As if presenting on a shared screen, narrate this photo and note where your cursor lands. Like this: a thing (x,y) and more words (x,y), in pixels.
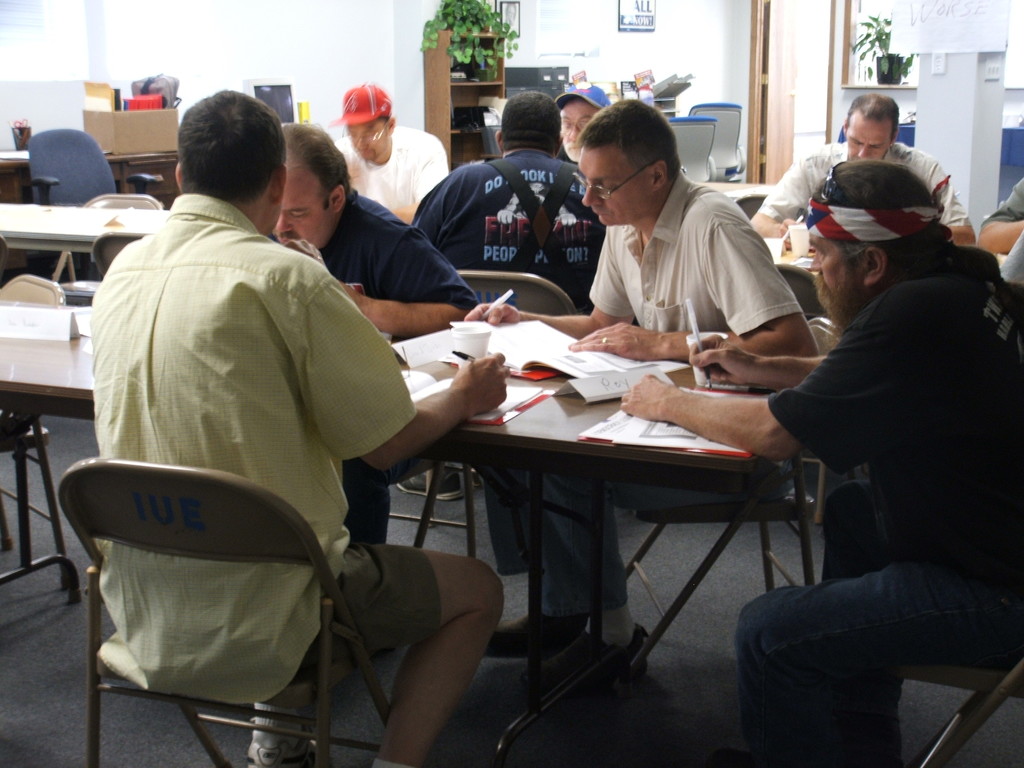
This is a picture in a library (492,273) or a office (439,427). In the foreground of the picture (568,423) there are four people (770,327) sitting in chairs (808,546) around a table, on the table (525,418) there are books (523,386) and a name plate (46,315). In the background (559,151) there are many other people (517,143) sitting on tables (88,209). On the top of left there is a box (134,139). In the center of the background (433,77) there is a closet (477,77) books (650,95) and a houseplant (471,20). On the top right (904,69) there is a house plant (903,71) and a door (787,85). In the background (634,15) to the wall (616,34) there is a frame (626,11).
